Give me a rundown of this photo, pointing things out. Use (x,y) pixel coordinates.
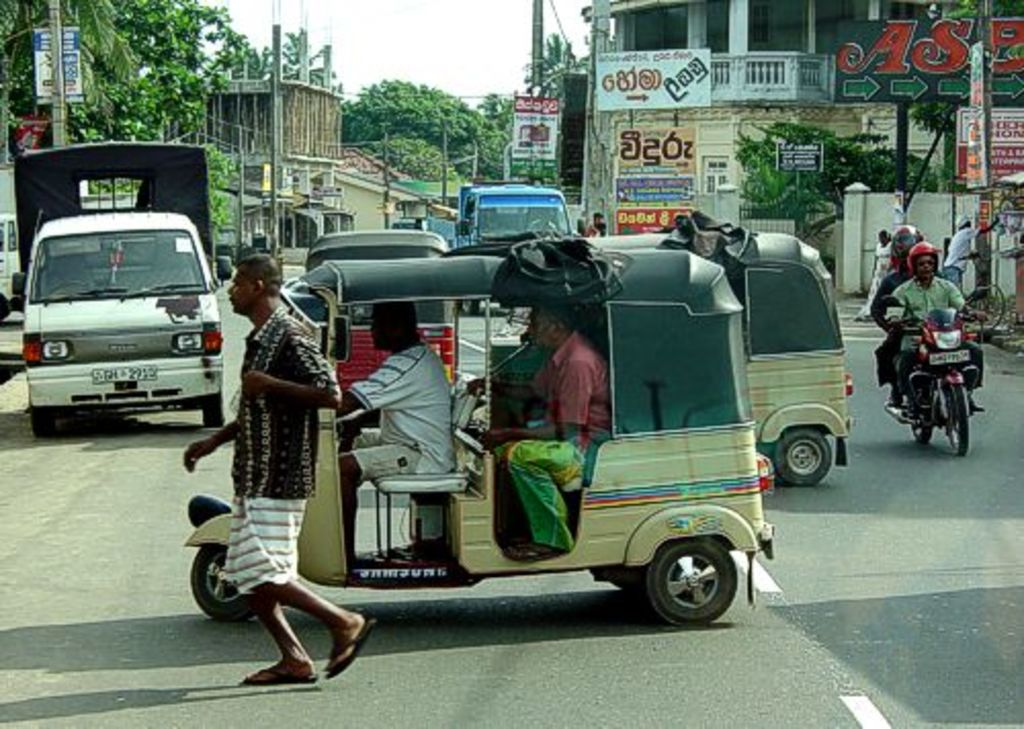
In this image, on the left (294,491) there is a man (293,520), he is walking and there is a vehicle (464,447) in that there are people (439,415). In the background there are vehicles (214,361), people (946,297), buildings (792,69), trees (190,76), electric poles (992,24), posters (996,70), cables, road (176,447), sky (450,52).
